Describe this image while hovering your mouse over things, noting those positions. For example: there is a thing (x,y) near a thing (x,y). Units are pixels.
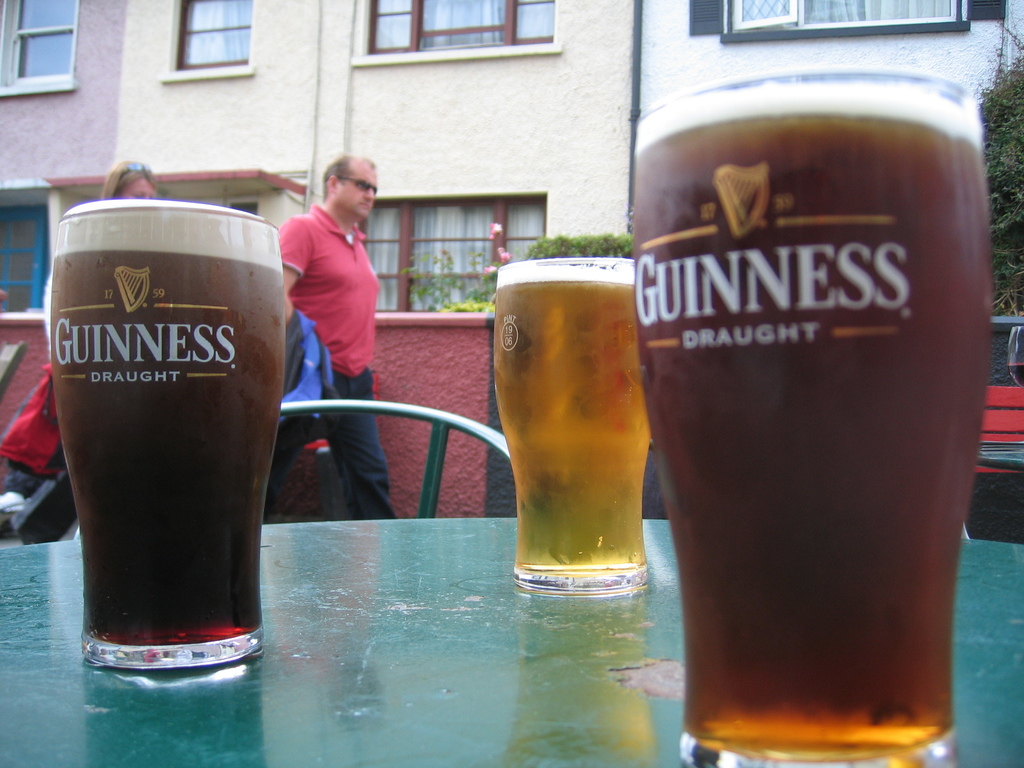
In this image I can see few glasses (626,476) in the front (880,517) and in it I can see drinks (924,398). I can also see something is written on these glasses (178,625). In the background (560,201) I can see few people (336,441), a building (474,202), number of windows (31,61) and few plants (593,245). On the right side of this image (1005,232) I can see a tree (1022,84).
